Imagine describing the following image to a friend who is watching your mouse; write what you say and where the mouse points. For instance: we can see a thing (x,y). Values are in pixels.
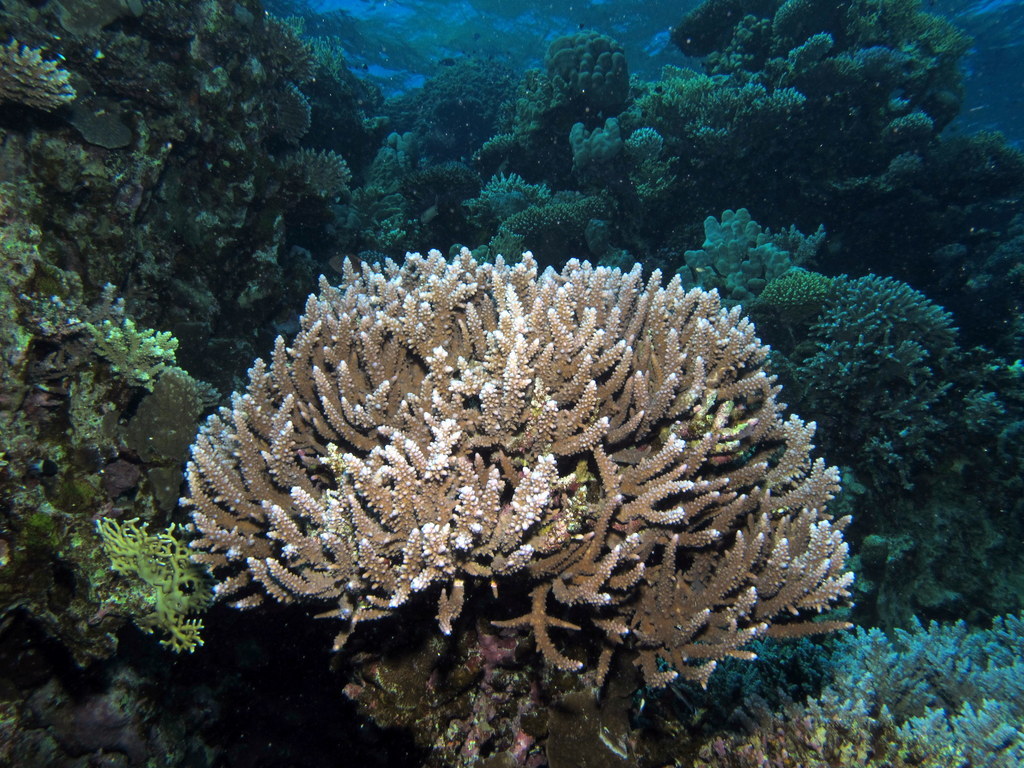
In this image we can see the beauty of the underwater in the sea (302,107). There are so many bushes (722,235) in the sea (414,599).
